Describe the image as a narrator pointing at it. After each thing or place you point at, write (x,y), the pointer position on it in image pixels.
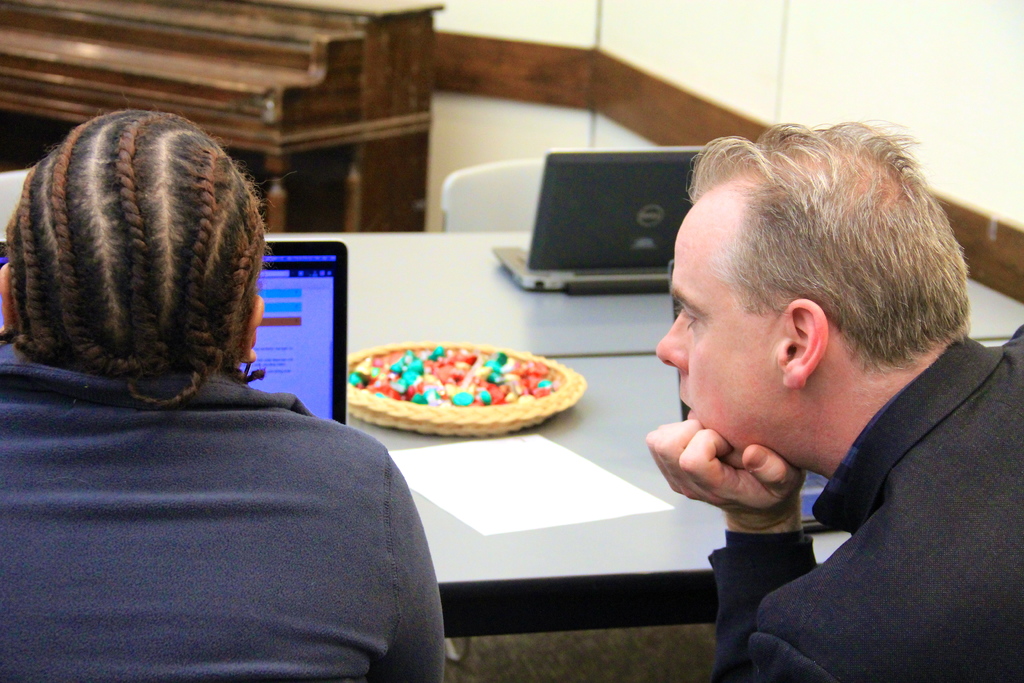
In the picture we can see a man (1011,509) and a woman (88,496) sitting on the chair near the desk (494,561) and on the desk (629,602), we can see a laptop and woman (151,580) working on it and a man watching it and just behind the laptop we can see a plate (408,413) and some candies (460,367) in it which are colorful and behind it, we can see another laptop (579,205) which is also gray in color and behind the desk (482,557) we can see a piano (299,139) made up of wood (238,148) and near it we can see a chair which is white in color and behind it we can see a wall (587,32).
